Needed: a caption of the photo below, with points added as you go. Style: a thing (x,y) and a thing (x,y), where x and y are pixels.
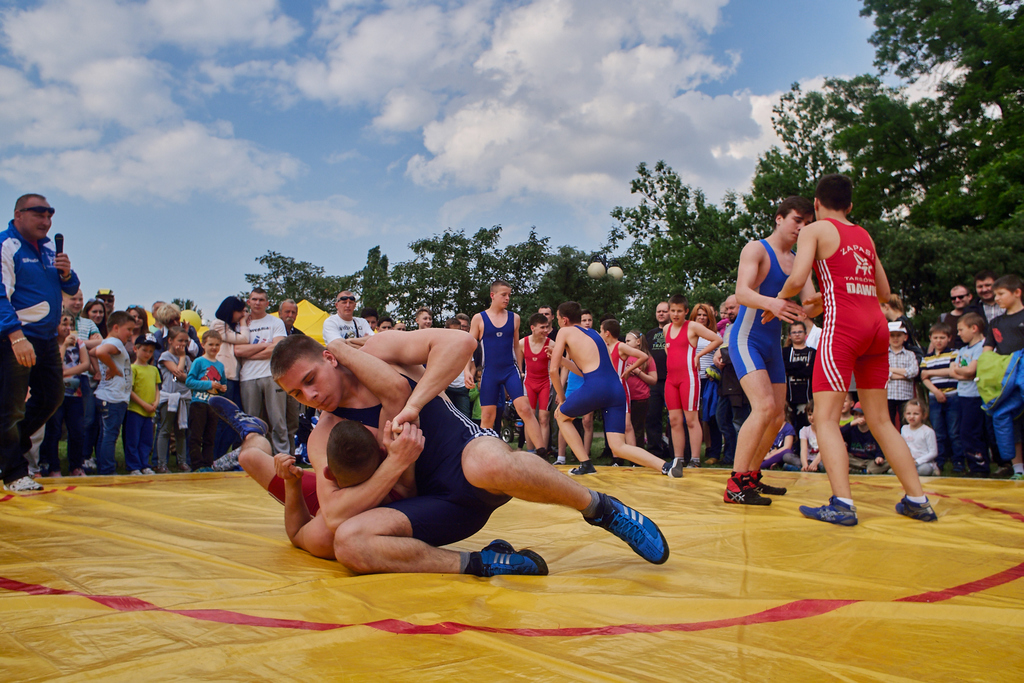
In this image, we can see persons (543,456) doing wrestling. There is a crowd (934,387) and some persons (832,334) in the middle of the image (356,328). There is a sky (542,204) at the top of the image (456,54).
